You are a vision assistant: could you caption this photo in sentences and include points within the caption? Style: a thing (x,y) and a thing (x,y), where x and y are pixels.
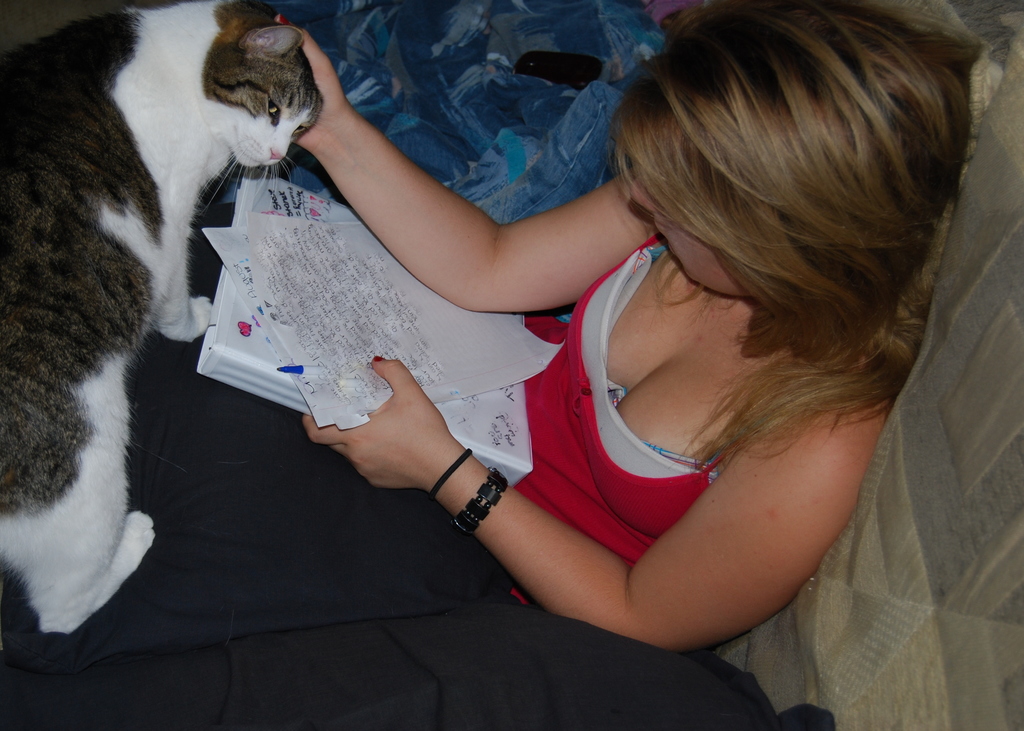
In this image I see a woman (871,174) who is sitting on a couch (936,697) and she is holding papers (532,341), a book (244,373) and a pen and she is touching a cat (3,68).
